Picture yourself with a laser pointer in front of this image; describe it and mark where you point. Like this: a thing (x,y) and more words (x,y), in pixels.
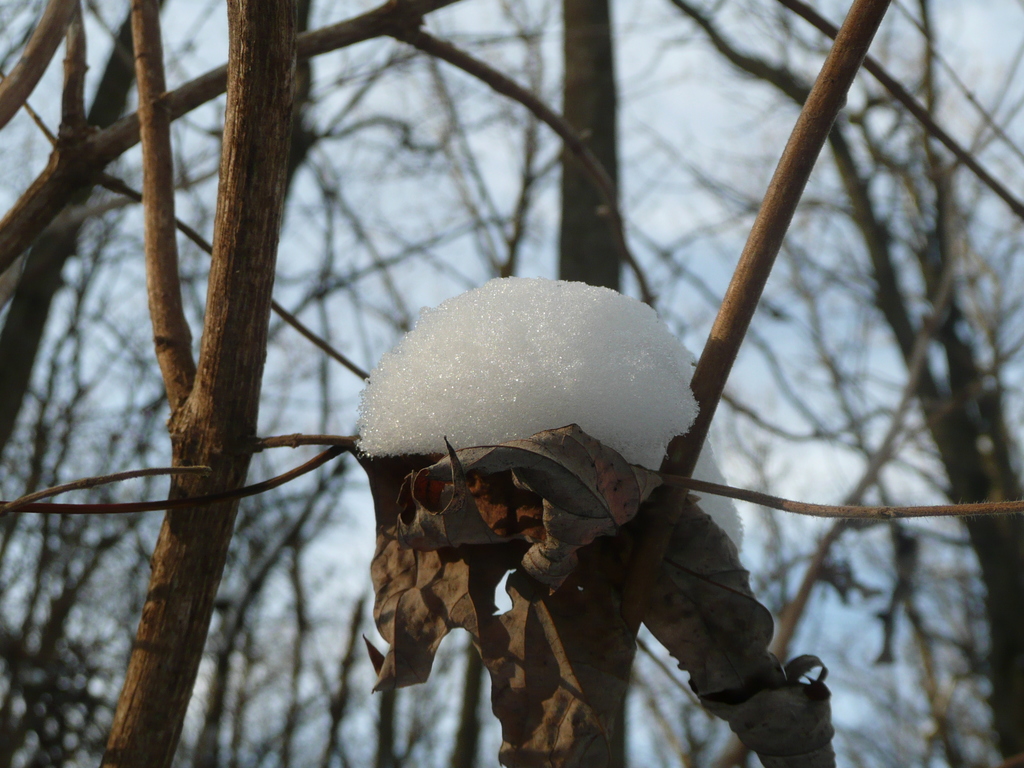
In the picture we can see a tree (596,568) on it we can see a snow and behind it we can see many dried trees (600,138) and sky (249,723) behind it.
